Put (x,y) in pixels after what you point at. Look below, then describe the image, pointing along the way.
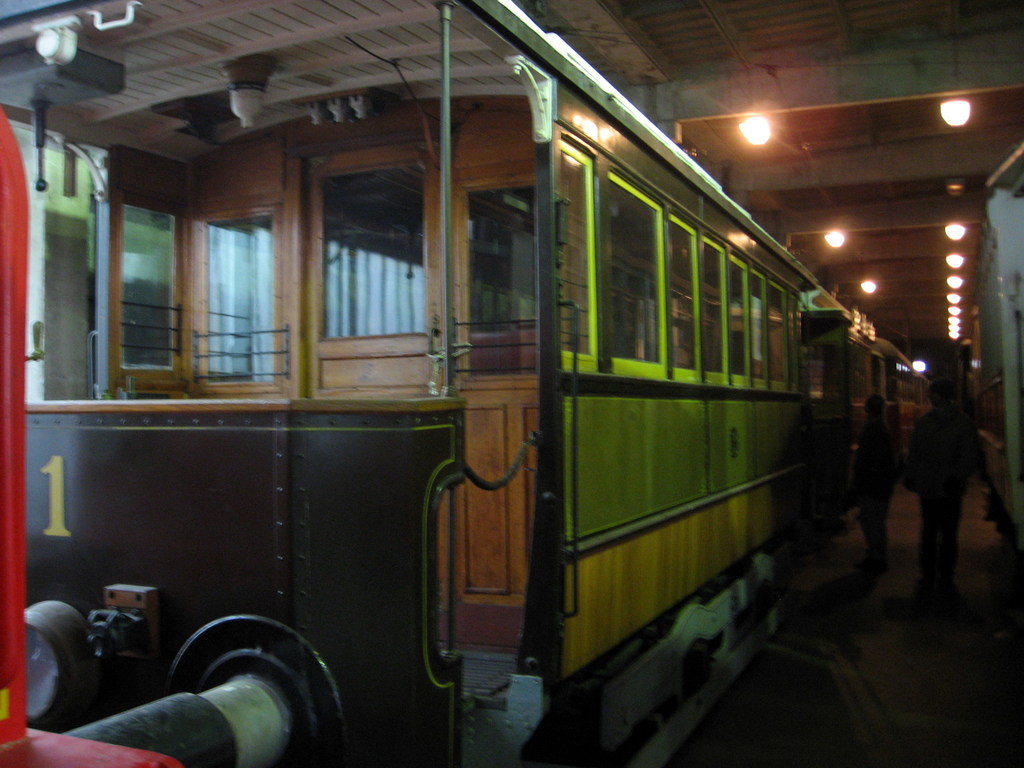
In this image there is a train (614,442) as we can see in the middle of this image (671,432). There are two persons (924,454) standing on the right side of this image (909,465). There are some lights (758,139) arranged on the top of this image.
